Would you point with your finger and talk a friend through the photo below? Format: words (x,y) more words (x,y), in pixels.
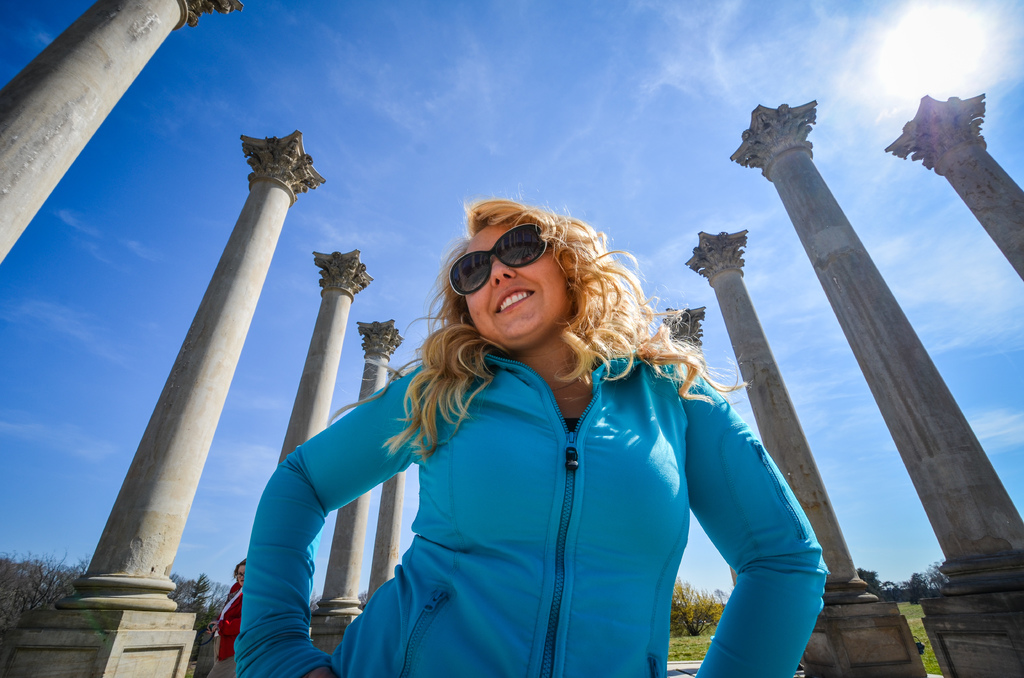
In the center of the image (512,440) we can see a woman (512,440). On the backside (319,332) we can see some pillars (297,395), a person (218,656) standing, a group of trees (715,616), the sun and the sky (548,201) which looks cloudy.
